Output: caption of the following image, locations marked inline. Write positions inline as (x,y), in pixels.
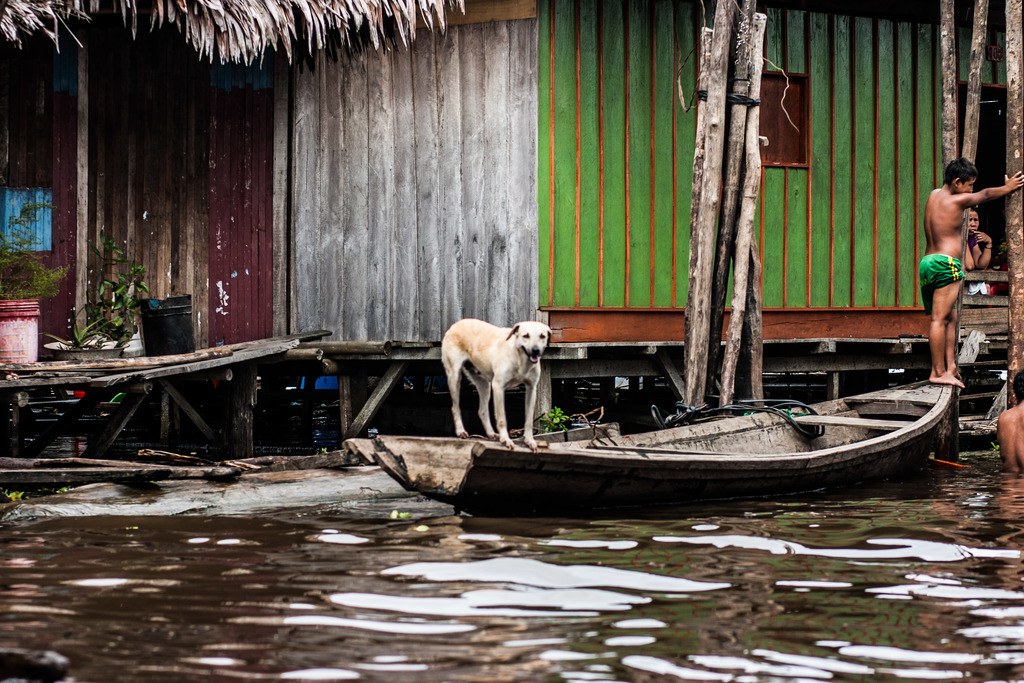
In this image I can see a dog (508,370) standing on the boat (455,477). The dog (499,420) is in white and brown color. To the right (933,275) I can see few people (945,346). I can see one person (974,245) is inside the house (862,231), one person (934,265) is standing on the boat (901,420) and another person (1023,387) is on the water (687,556). To the left (30,353) I can see few buckets (30,301) and the plants (44,274). In the back (188,70) I can see the house (350,116).
